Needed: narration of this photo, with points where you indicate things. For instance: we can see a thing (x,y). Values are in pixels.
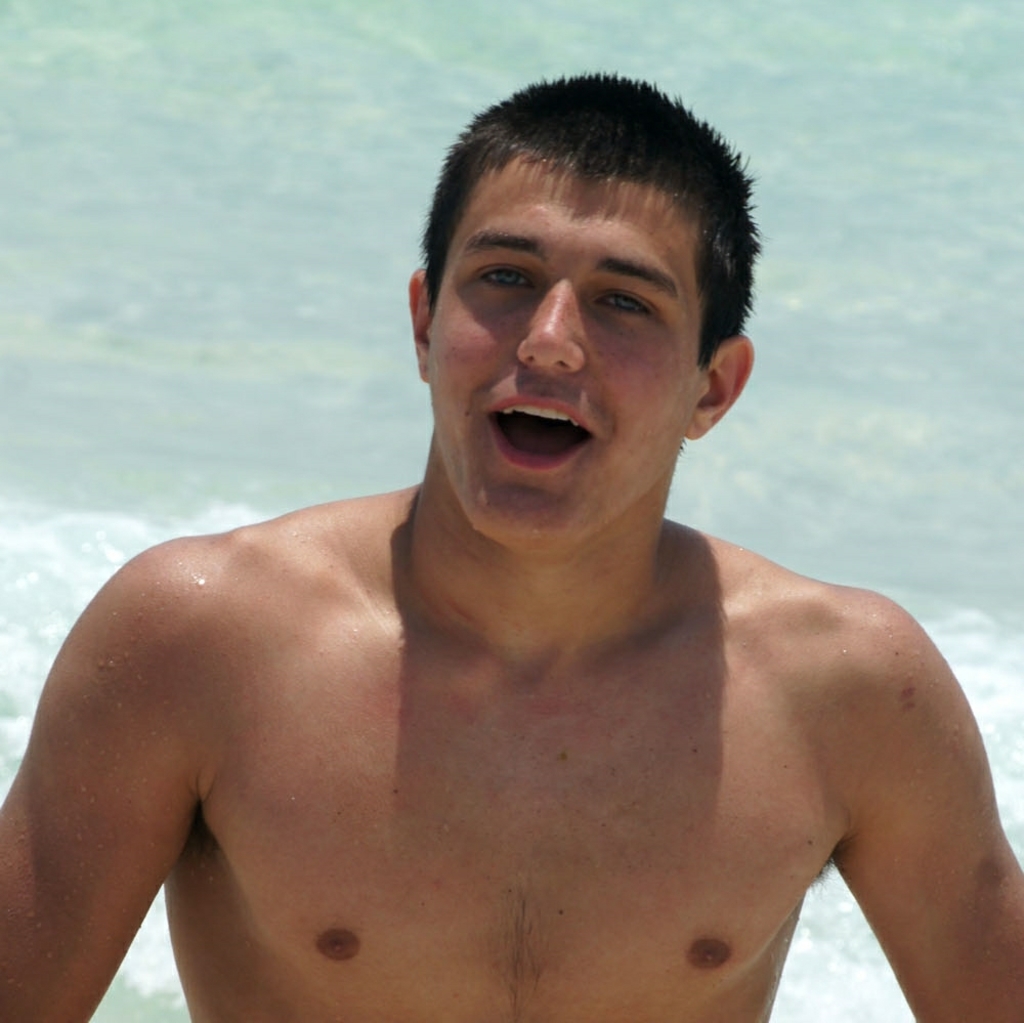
In this image we can see a person (428,504) and in the background (1007,780), we can see water (253,348).
